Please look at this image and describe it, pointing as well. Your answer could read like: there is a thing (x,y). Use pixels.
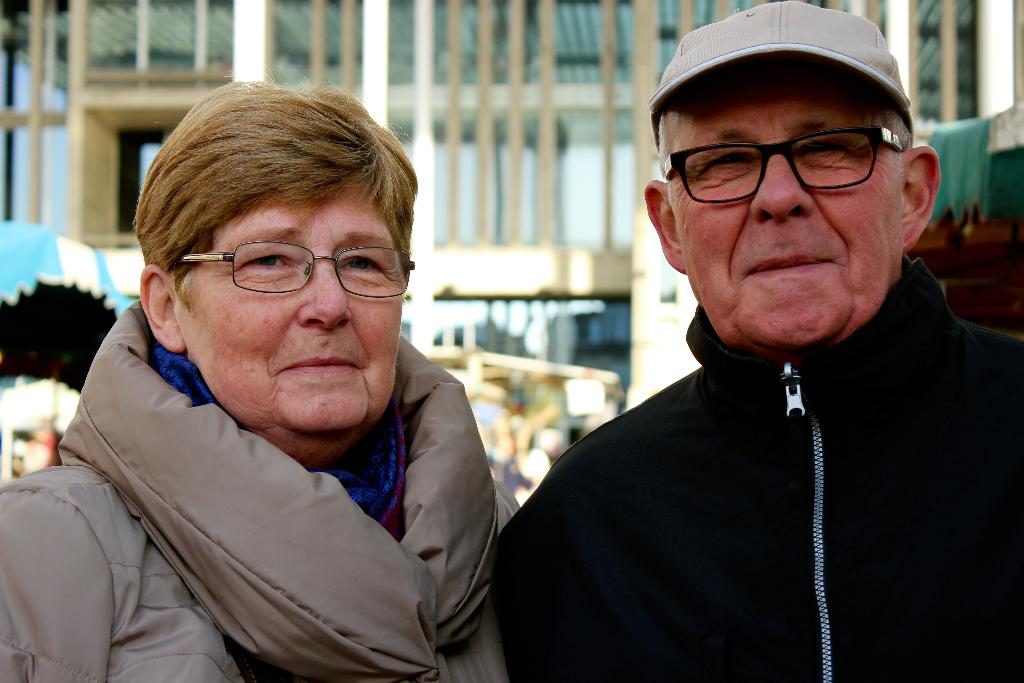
In this image there are two people (418,489) standing, behind them there are a few stalls (5,319) and a building (526,91).
